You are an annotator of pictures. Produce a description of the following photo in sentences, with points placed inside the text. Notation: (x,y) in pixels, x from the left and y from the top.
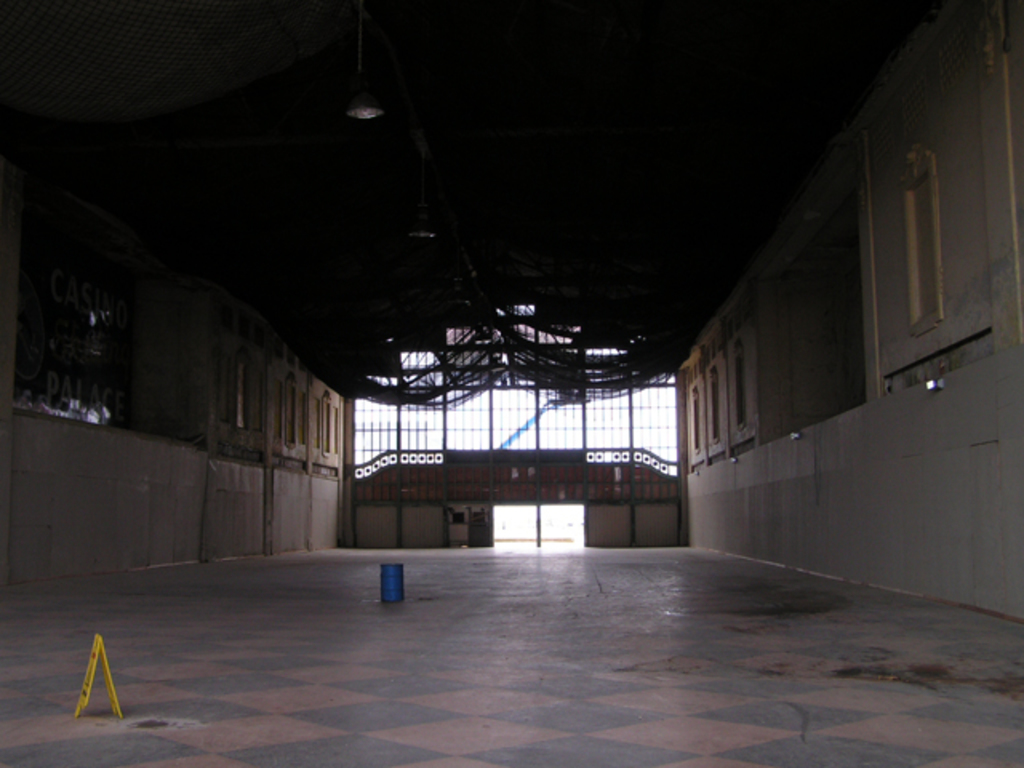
This is an inside view of a room (511,217) and here we can see lights (359,116), a poster (87,399) on the wall (285,491) and we can see grilles (608,439) and rods (440,446). At the bottom (398,599), there is a bin (391,578) and we can see an object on the floor (508,688).
